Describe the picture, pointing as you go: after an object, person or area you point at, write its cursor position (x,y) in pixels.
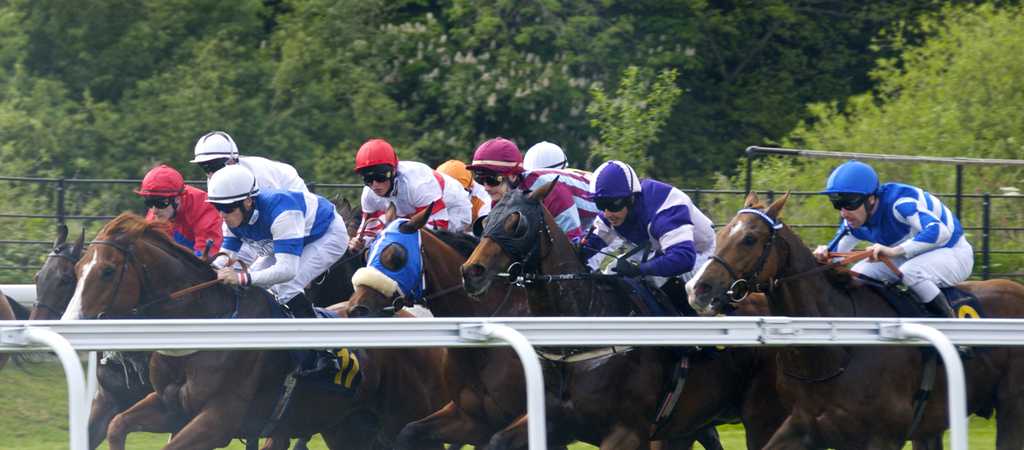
In this picture I can see there are few people (824,246) riding on the horse (518,252) and they are wearing helmets (627,195). There is a fence (41,218) around them, there are trees (417,95) in the backdrop (696,106).
